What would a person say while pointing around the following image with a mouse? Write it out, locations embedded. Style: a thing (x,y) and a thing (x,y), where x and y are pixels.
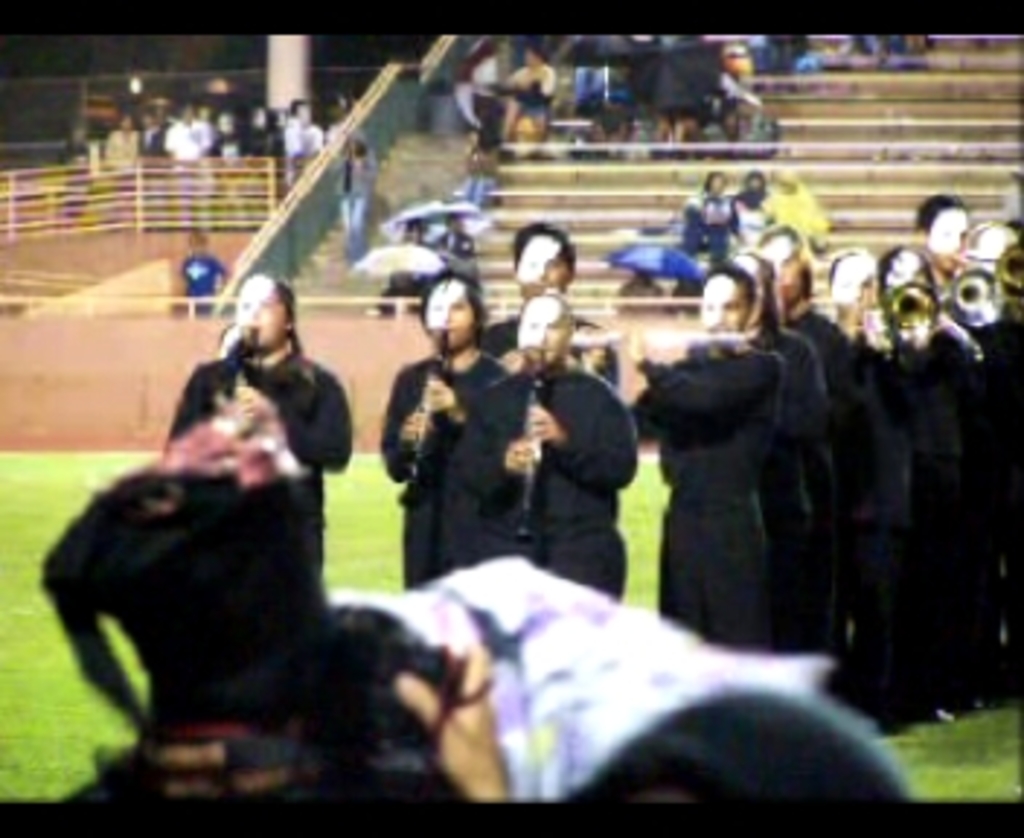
This picture shows few people (588,430) playing musical instruments (924,313) and we see a human (477,736) holding a camera (388,711) in his hand (463,736) and we see few people (643,112) seated and few are standing and we see grass (325,490) on the ground (367,522).
